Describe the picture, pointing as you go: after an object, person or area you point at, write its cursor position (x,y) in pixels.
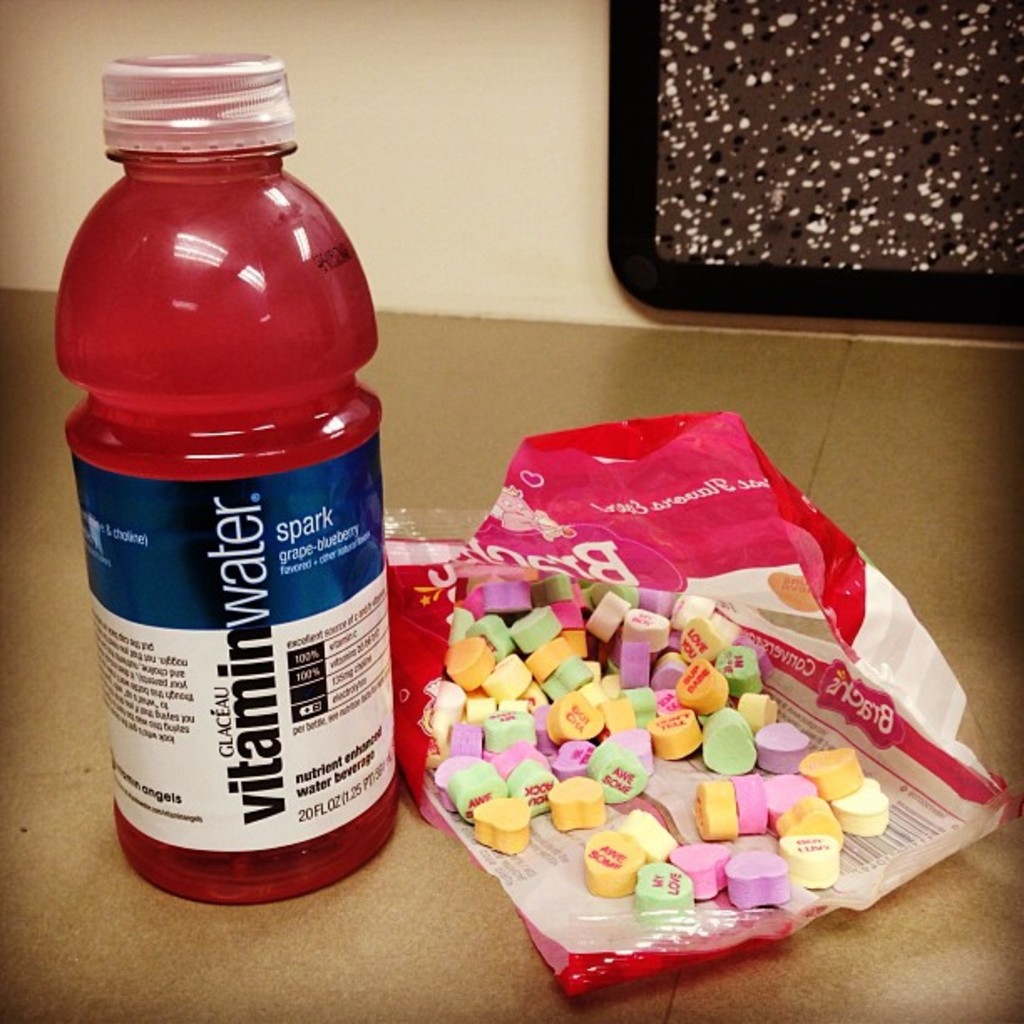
In the image in the center (365,359) we can see one bottle (302,626) which is named as "Vitamin Water". And we can see some candies (563,635) on the table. Coming to the background (481,140) we can see the wall (458,201).
